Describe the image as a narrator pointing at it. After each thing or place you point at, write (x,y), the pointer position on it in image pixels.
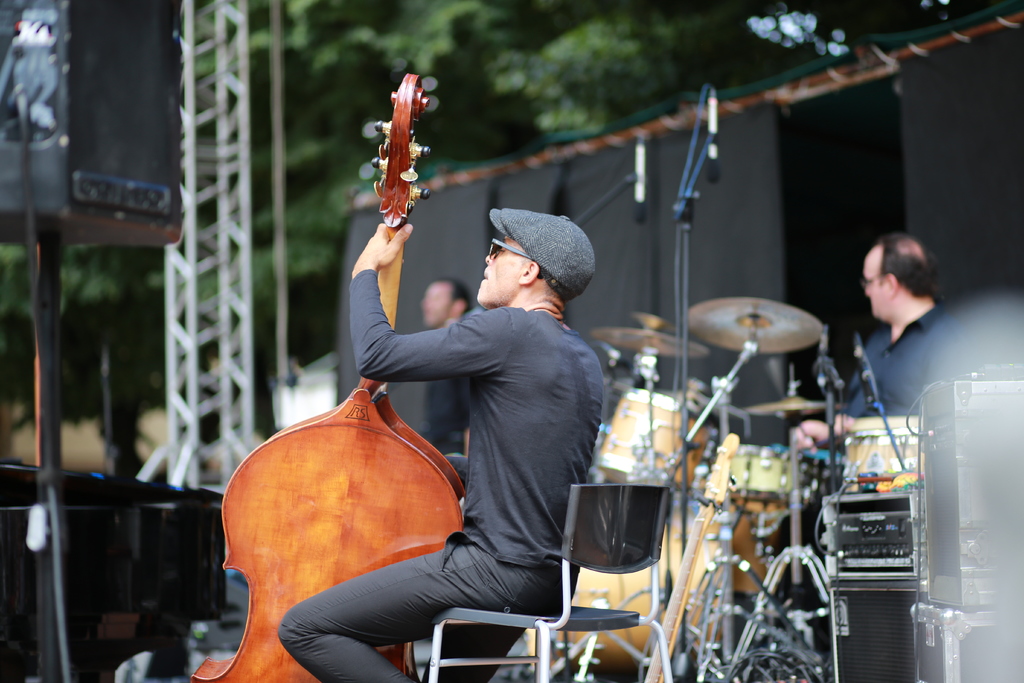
In this image I can see a man (477,564) sitting on the chair (540,618) and playing double bass musical instrument (367,414). He is wearing cap (546,251) and goggles (501,252). At background (706,168) I can see a mike (710,152) with a mike stand (687,288). And a person (914,351) is standing and playing drums (780,465). At the right corner of the image (940,496) I can see some devices (917,511) placed. At the left corner of the image (88,197) I can see a speaker (46,175) with the stand (38,325).
